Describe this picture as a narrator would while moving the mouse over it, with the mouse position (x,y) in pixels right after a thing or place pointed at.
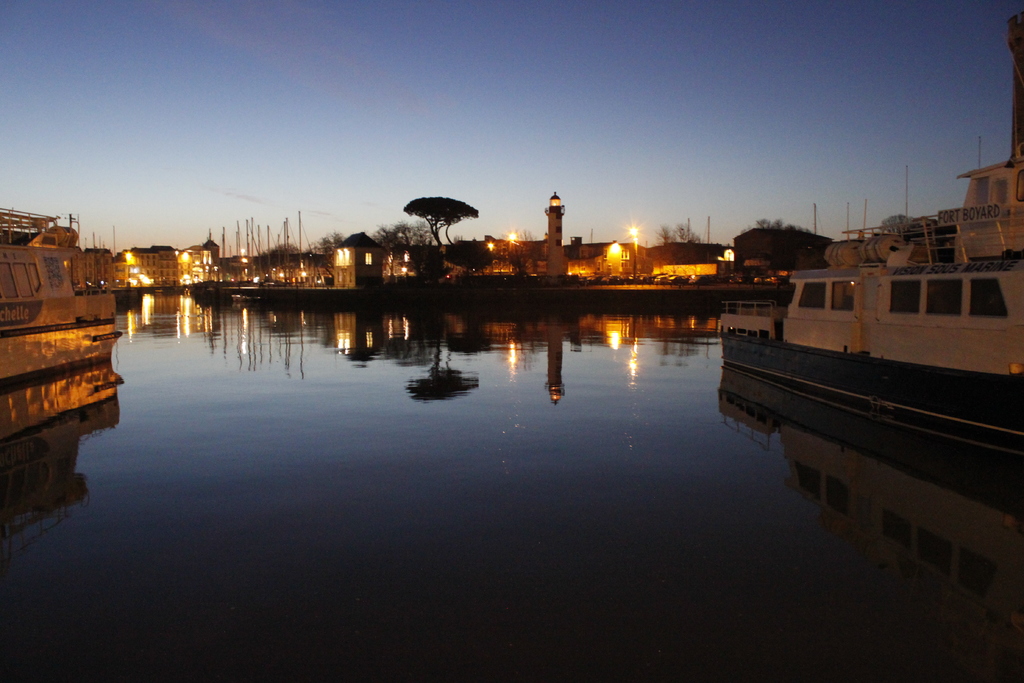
In this picture we can see boats (840,301) on water (418,405), trees (442,255), buildings (362,248), lights (133,261), poles (224,229) and in the background (130,95) we can see the sky (365,89).
